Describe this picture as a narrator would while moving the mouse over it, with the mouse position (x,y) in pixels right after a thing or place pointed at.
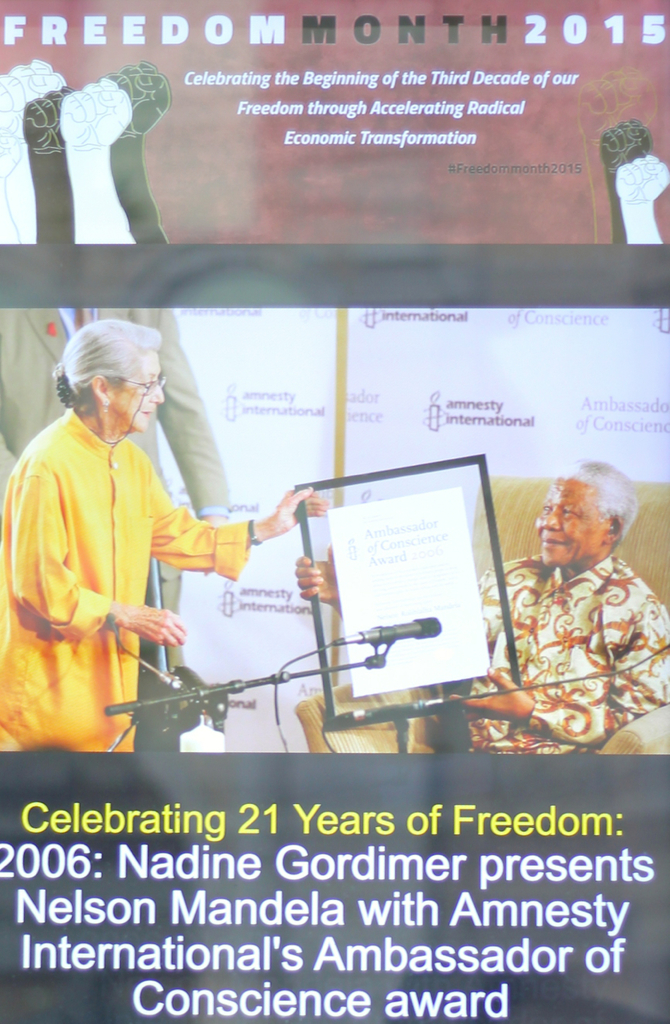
In this picture It looks like a pamphlet (348,646), At the bottom (63,950) there is the text (146,849), in the middle (435,602) I can see a woman (135,452) presenting a frame (411,571), on the right side (507,713) there is a man (569,671). At the top (651,221) there is the text (416,139) and there are diagrams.
